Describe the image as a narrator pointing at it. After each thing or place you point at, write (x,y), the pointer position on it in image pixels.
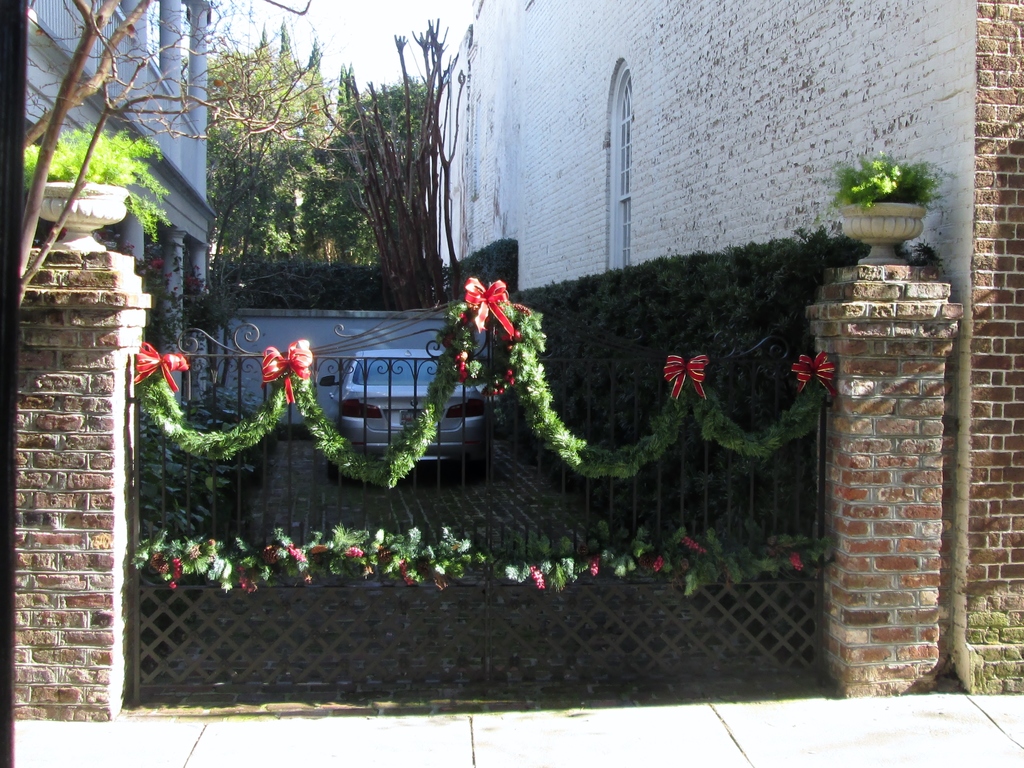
In the image we can see the buildings (880,139) made up of brick (881,104). Here we can see the gate (516,610) and a vehicle (352,434). We can even see plant pot (88,204), trees (280,191), footpath (826,756) and the sky (376,34).
